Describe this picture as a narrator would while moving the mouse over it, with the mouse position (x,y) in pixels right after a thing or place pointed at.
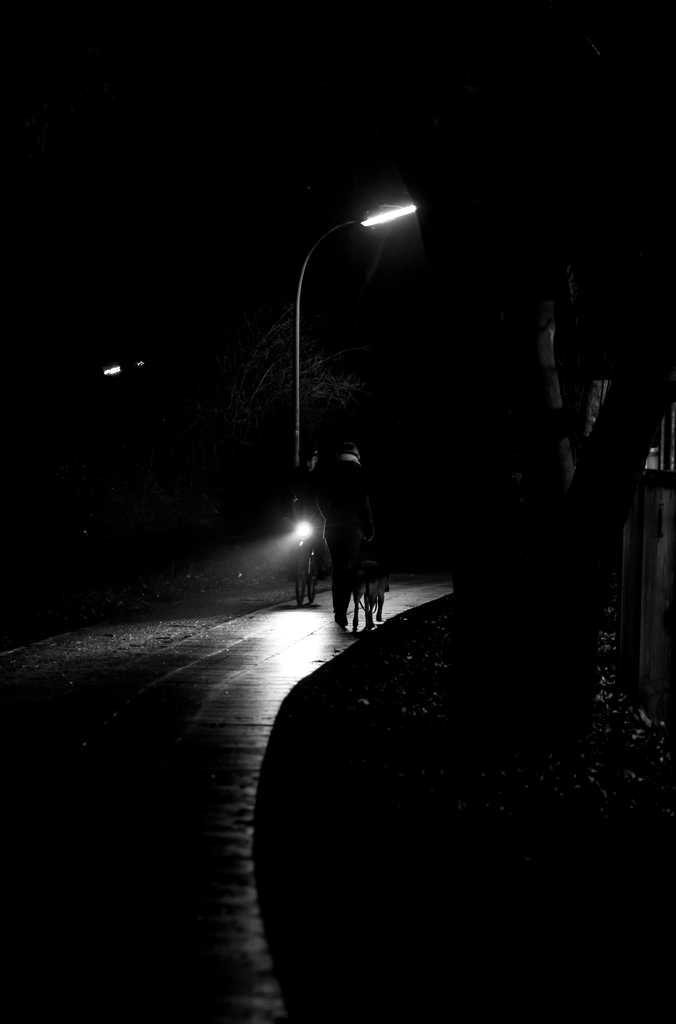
In the center of the image (351,504) we can see a man (348,516) is walking and holding an animal (366,567) and another man (304,479) is riding a bicycle (309,551) and we can see a light (304,527). On the right side of the image (563,426) we can see the trees (569,541) and wall (644,539). At the bottom of the image (281,821) we can see the ground (115,805) and footpath (115,818). In the middle of the image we can see the lights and poles (298,413). In the background (357,97), the image is dark.
